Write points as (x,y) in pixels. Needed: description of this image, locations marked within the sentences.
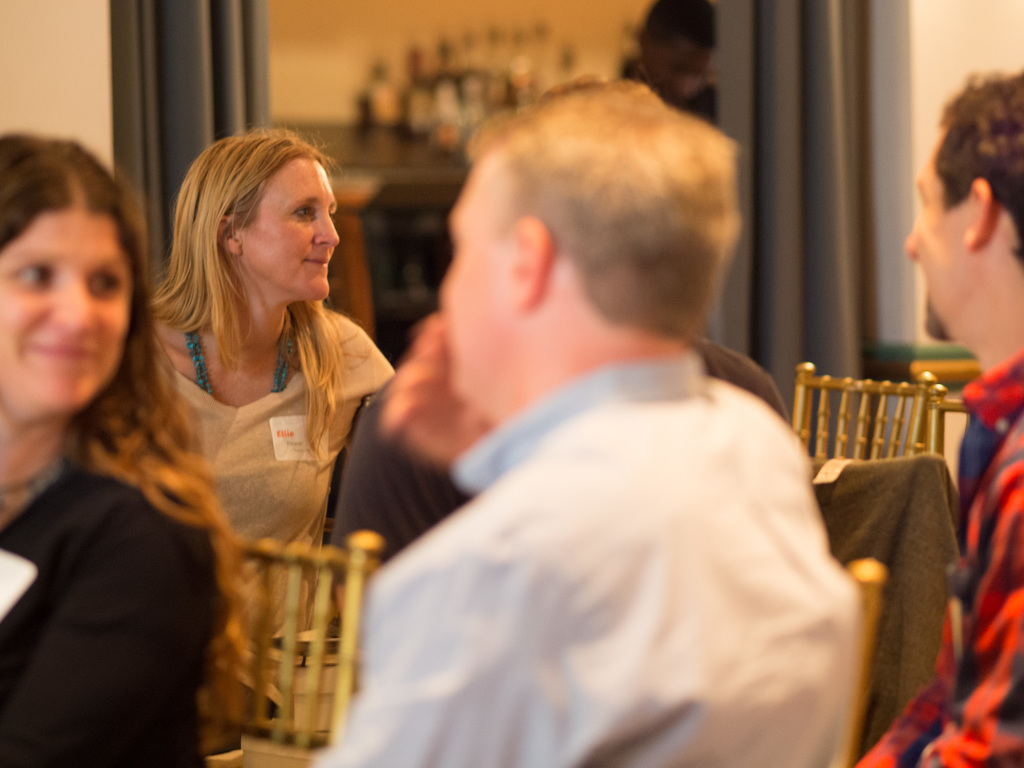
In this image we can see few persons (683,488) sitting on the chairs (352,598). In the background (164,23) we can see the curtains (138,44).
